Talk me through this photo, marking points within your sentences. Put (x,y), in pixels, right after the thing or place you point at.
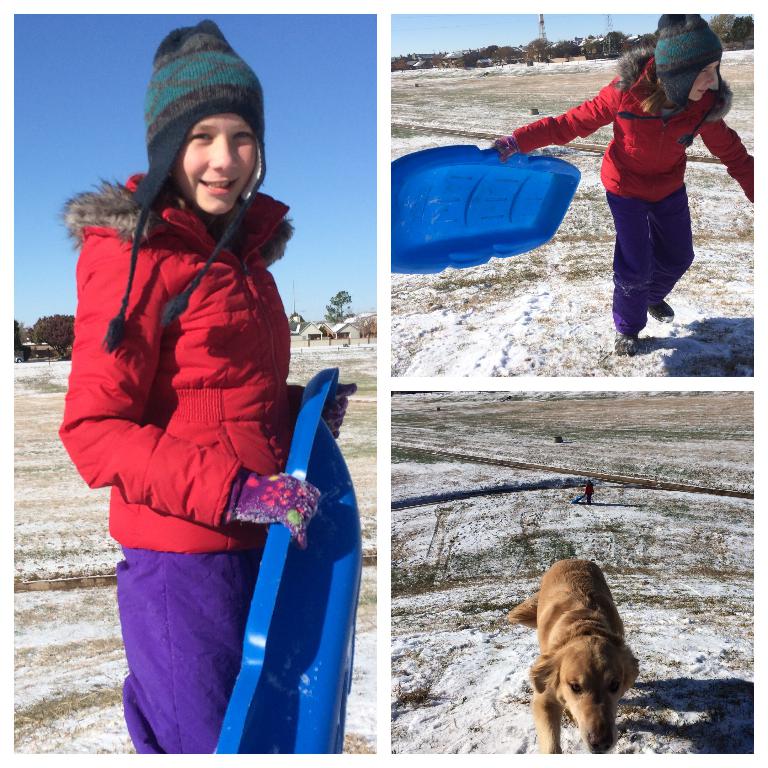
In the picture we can see three images, in the first image we can see a girl (213,611) standing on the surface of the ground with some snow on it and a girl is wearing a red color jacket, cap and gloves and holding something in the hand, which is blue in color and she is smiling and in the second image we can see a same girl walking and in the third image we can see a dog (593,727) walking on the surface (663,674) and the dog (548,739) is cream in color.
